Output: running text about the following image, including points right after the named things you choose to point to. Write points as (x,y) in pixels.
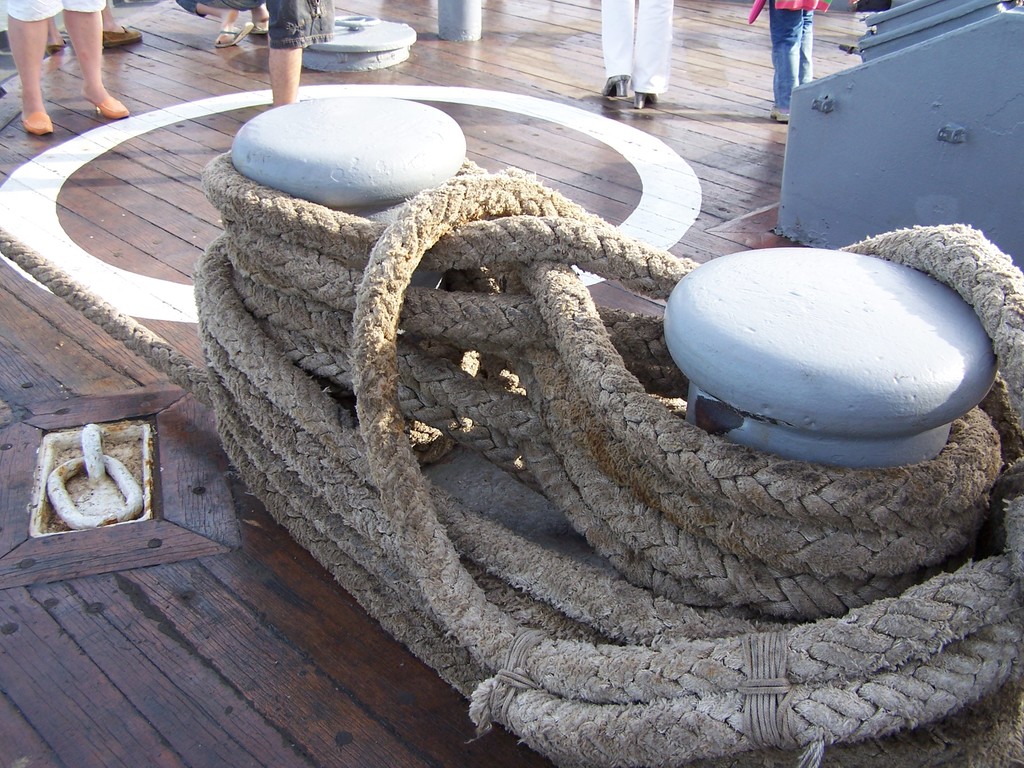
There is a rope (367,337) kept on the wooden floor (138,243) and some people (311,12) standing around the rope (580,730).
